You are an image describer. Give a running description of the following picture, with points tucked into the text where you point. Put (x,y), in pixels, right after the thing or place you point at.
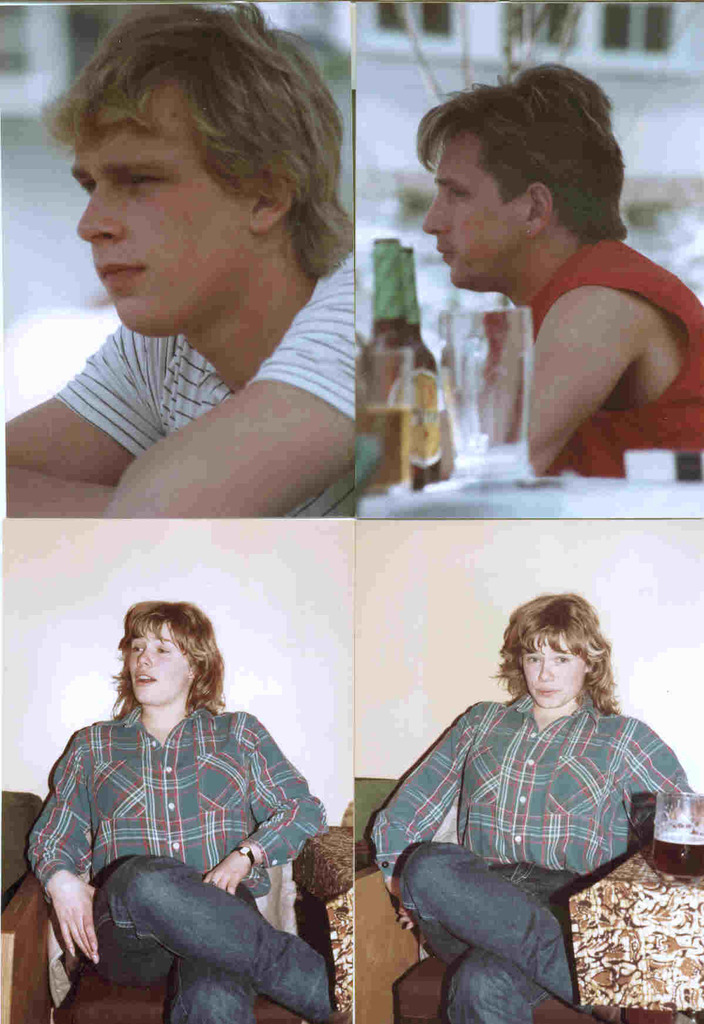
It is a collage image, in the image few people (672,313) are sitting and there are some glasses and bottles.
